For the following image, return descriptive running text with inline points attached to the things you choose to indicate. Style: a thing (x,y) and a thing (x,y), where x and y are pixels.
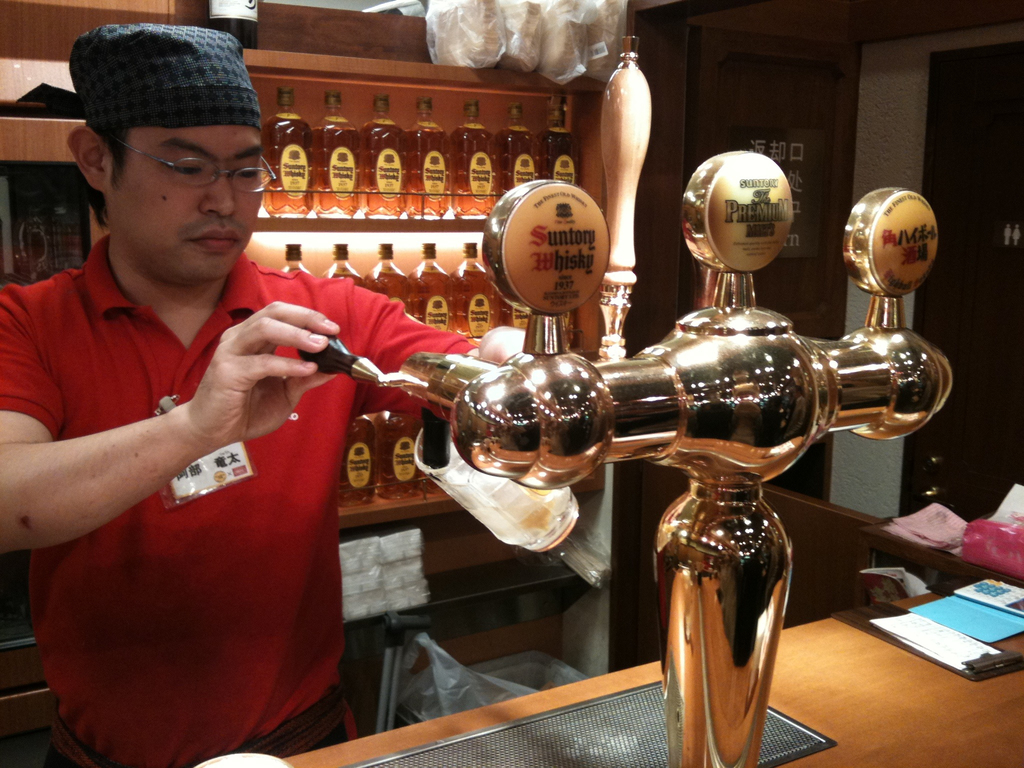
Here in this picture we can see a person (242,361) filling a glass (497,507) with whisky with machine (491,392) present in front of him on the table (929,665) over there and we can see he is wearing cap (160,117) and spectacles (215,166) on him and on that table (855,708) we can see some papers (971,644) present and behind him in the racks (295,242) we can see alcohol (369,189) present all over there.
